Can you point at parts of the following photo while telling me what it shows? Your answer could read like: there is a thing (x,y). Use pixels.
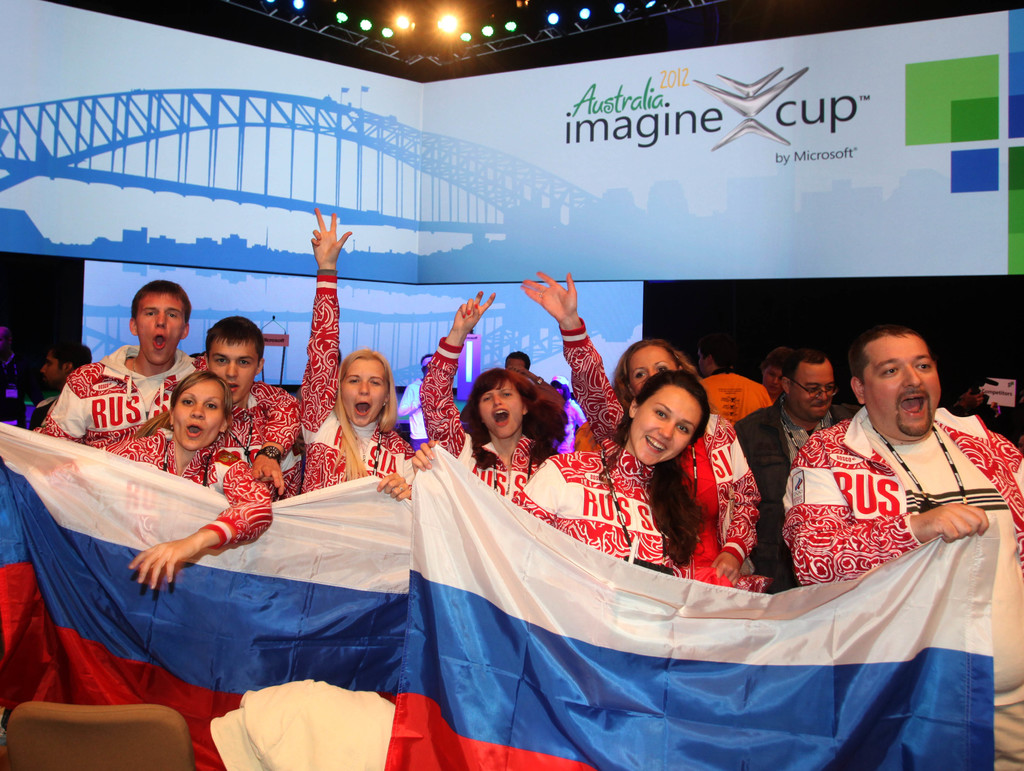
In this picture we can see some people (744,442) are standing, some of them are holding clothes (264,548), in the background (448,155) there is a hoarding (460,140), we can see picture (407,156) of a bridge (378,168) and some text (668,133) on the hoarding (698,143), there are lights (386,29) at the top of the picture (465,44).
